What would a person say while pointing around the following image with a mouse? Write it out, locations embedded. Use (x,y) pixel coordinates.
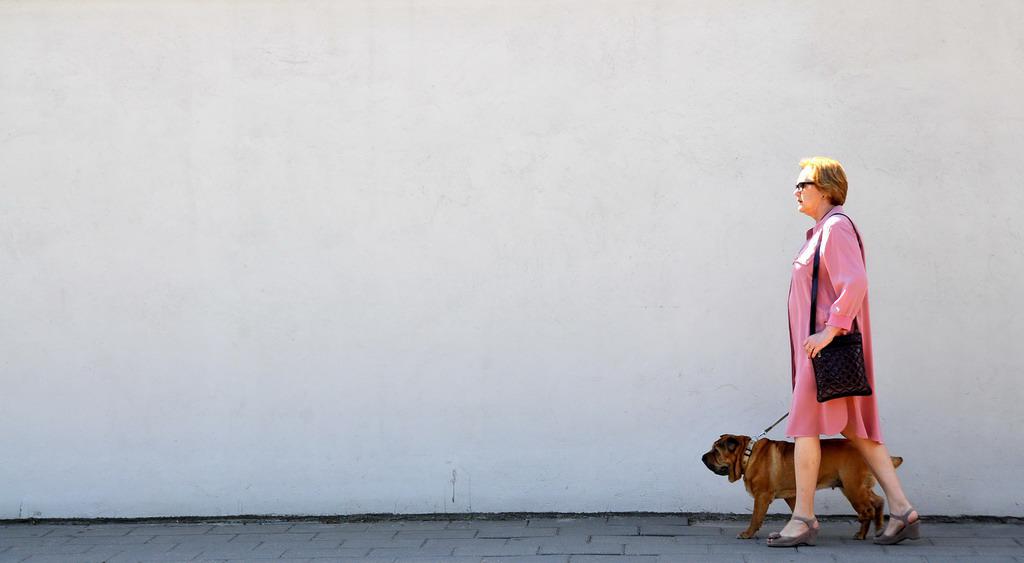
In this image I can see a woman (820,304) and a dog (774,460) are walking on the road (657,539). She's wearing a black color bag (837,378). In the background (437,192) I can see a wall (257,119).
